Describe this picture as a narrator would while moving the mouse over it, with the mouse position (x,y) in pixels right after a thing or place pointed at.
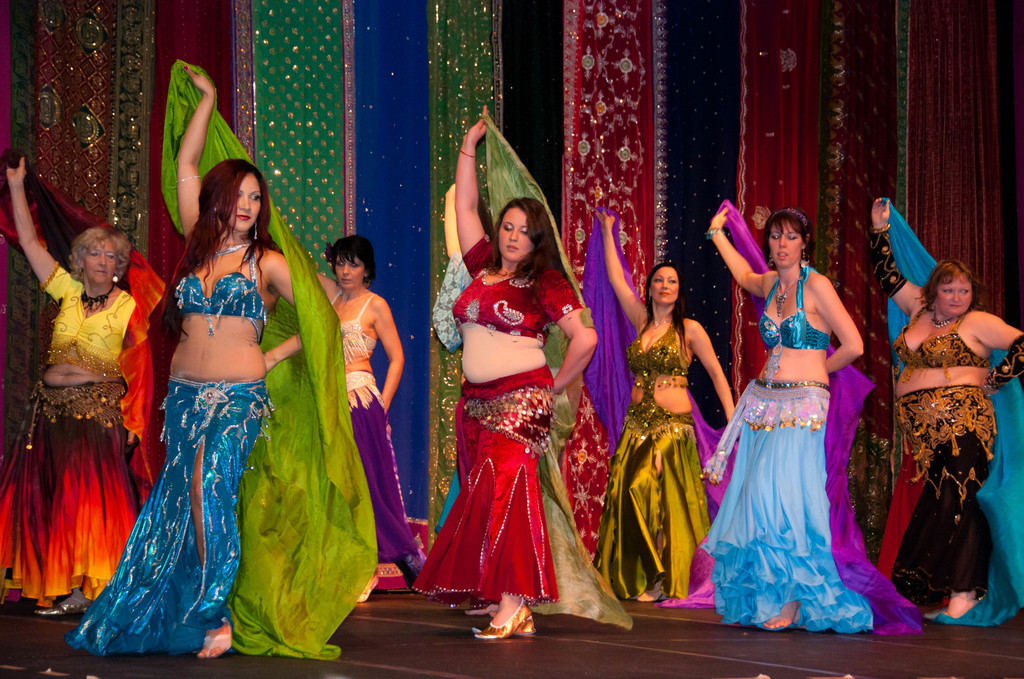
In this image I can see a beautiful woman (489,453) is dancing, she wore red color top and dress (512,495) and beside her few other women (788,465) are also dancing. At the back side (346,79) there are different color sarees (553,173) in this image.
